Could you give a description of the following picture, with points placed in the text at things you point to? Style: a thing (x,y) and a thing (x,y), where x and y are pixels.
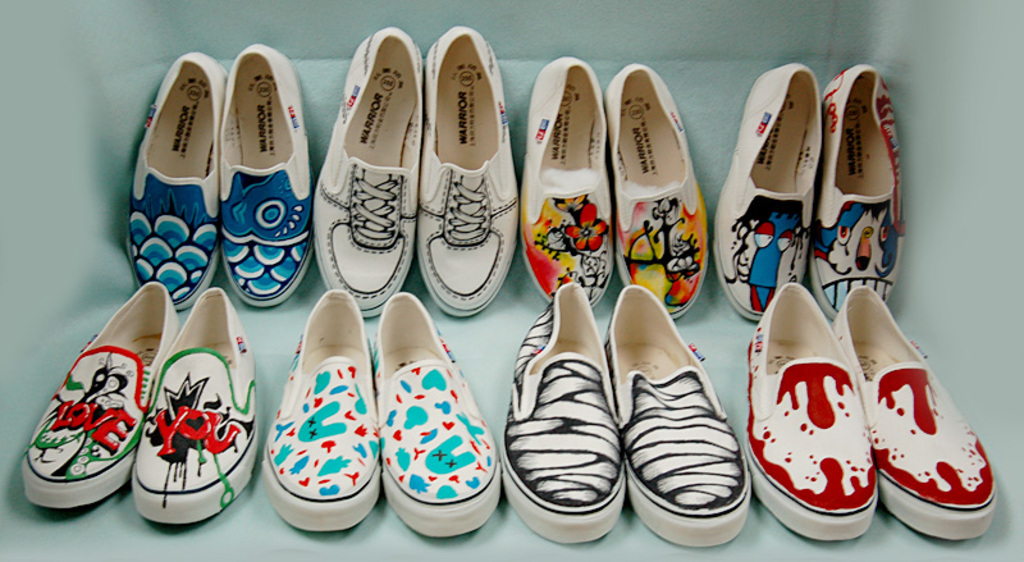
Here we can see eight pair of shoes (398,280) on a platform (113,527) with different pattern (276,236) on it.
